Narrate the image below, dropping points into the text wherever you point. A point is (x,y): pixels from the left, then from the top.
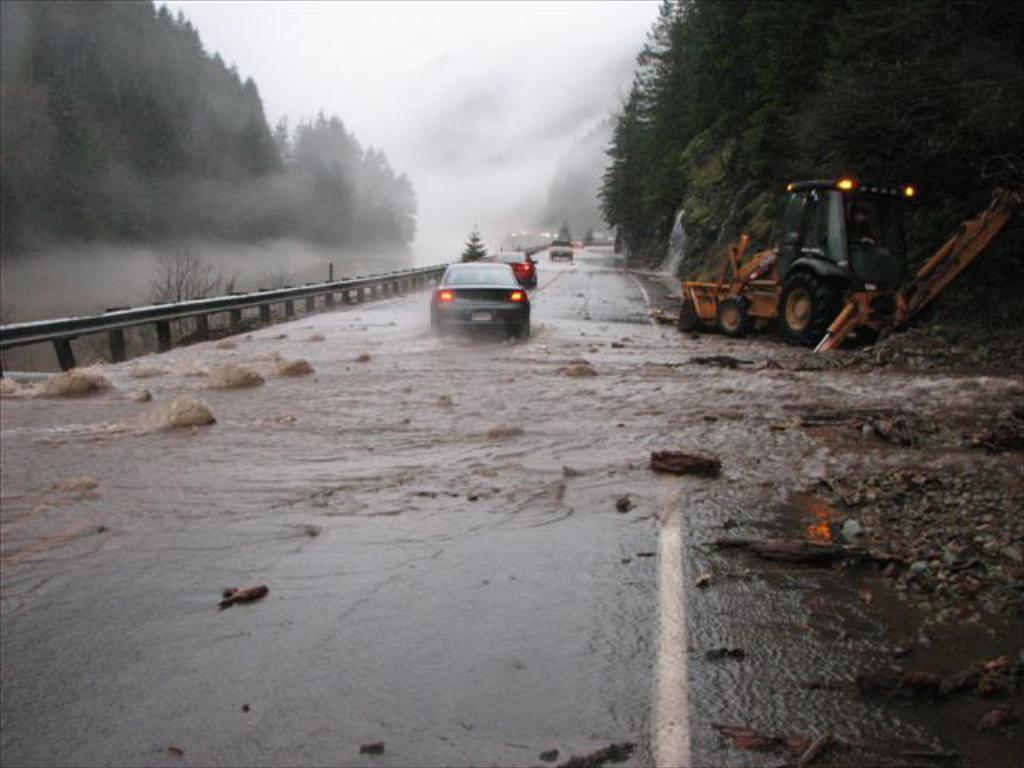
In the foreground of this image (500,402), there is water (586,434) flowing on the road (537,566) we can also see few vehicles (500,266) moving on the road (586,267). On the right (854,285), there is a crane (839,326) and the trees (846,85) on the cliff (764,70). In the background (522,160), there is fog (467,134), trees (334,168) and the railing (261,305) of the bridge (174,316).
